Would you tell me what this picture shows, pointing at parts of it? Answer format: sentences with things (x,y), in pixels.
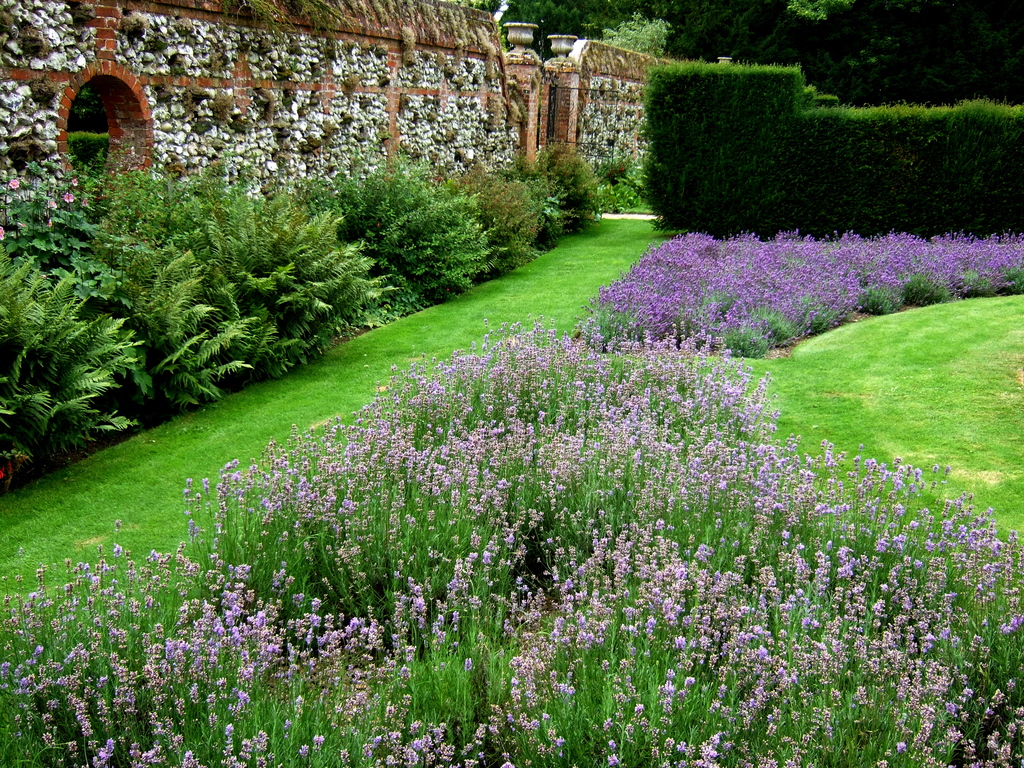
In this image at the bottom (113,578) there is grass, plants (686,461) and some flowers (185,615). And in the background (284,102) there is a wall (492,73), window (111,97), gate (562,134), plants (659,153) and trees (899,66).
